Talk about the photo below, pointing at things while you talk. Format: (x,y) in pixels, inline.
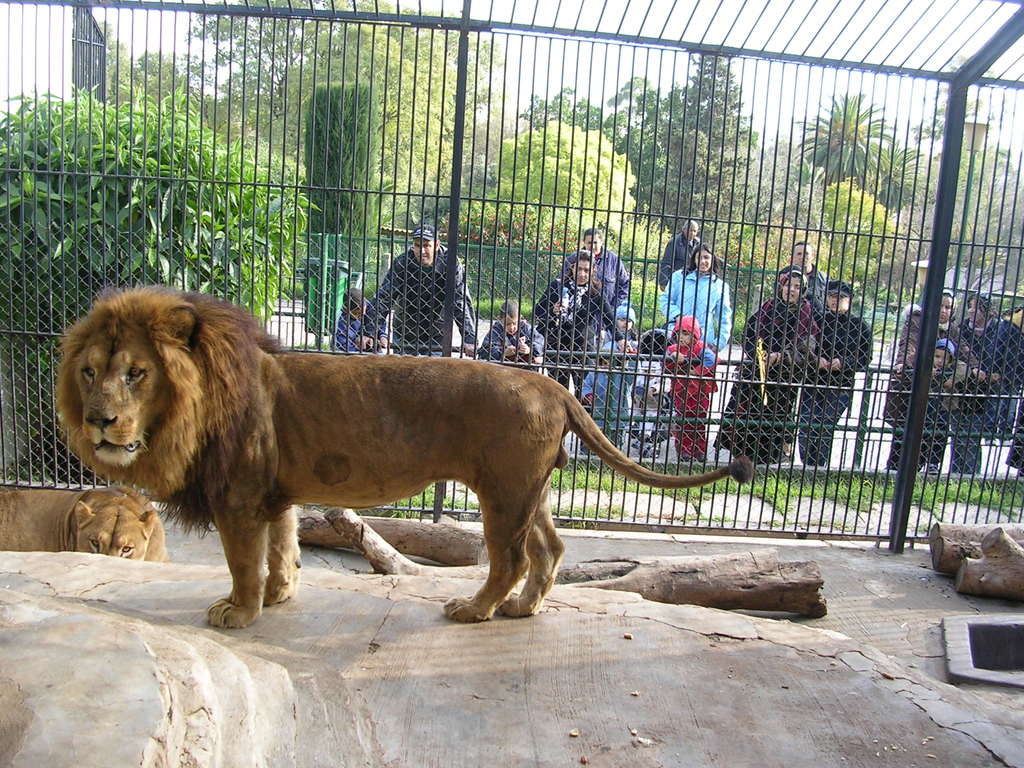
In this picture we can see two lions (271,491), wooden logs (469,554), fence (879,532), bins (317,299), trees (826,213) and a group of people (802,247) standing on the ground (290,337) and in the background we can see the sky (839,58).
